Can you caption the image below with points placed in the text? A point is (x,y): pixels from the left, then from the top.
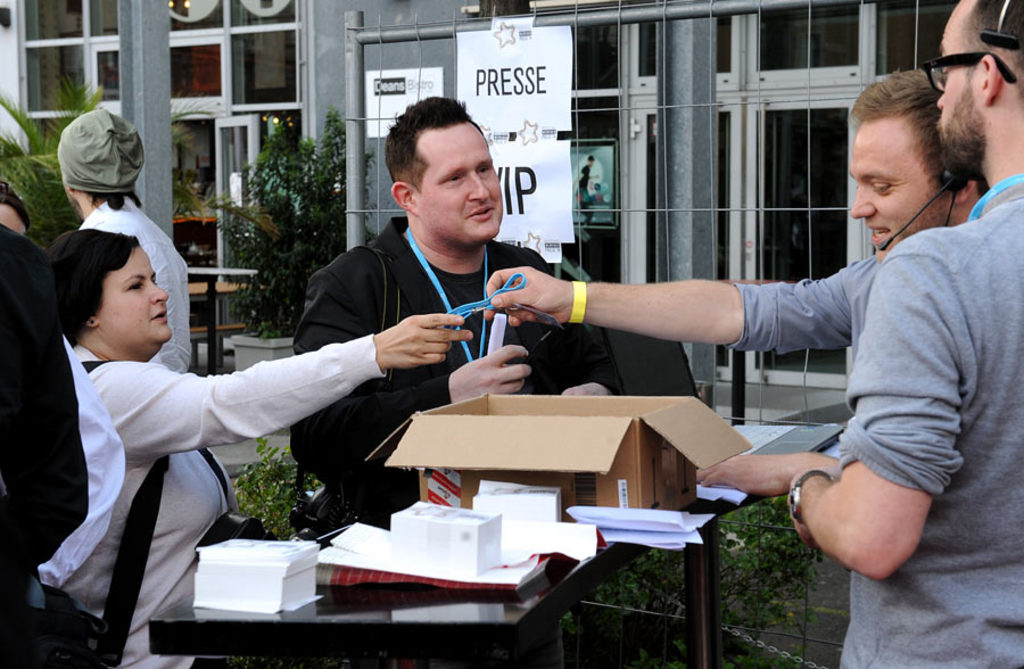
In the image there are few people (172,301) standing in front of a table (392,600) and on the table (267,636) there are some papers (500,575), a cardboard box (554,483) and other items (555,516). On the right side (846,295) there are few people (843,271) standing on the other side of the table (710,520) and behind them there are plants (308,248) and in the background (135,40) there is a building (611,248).
